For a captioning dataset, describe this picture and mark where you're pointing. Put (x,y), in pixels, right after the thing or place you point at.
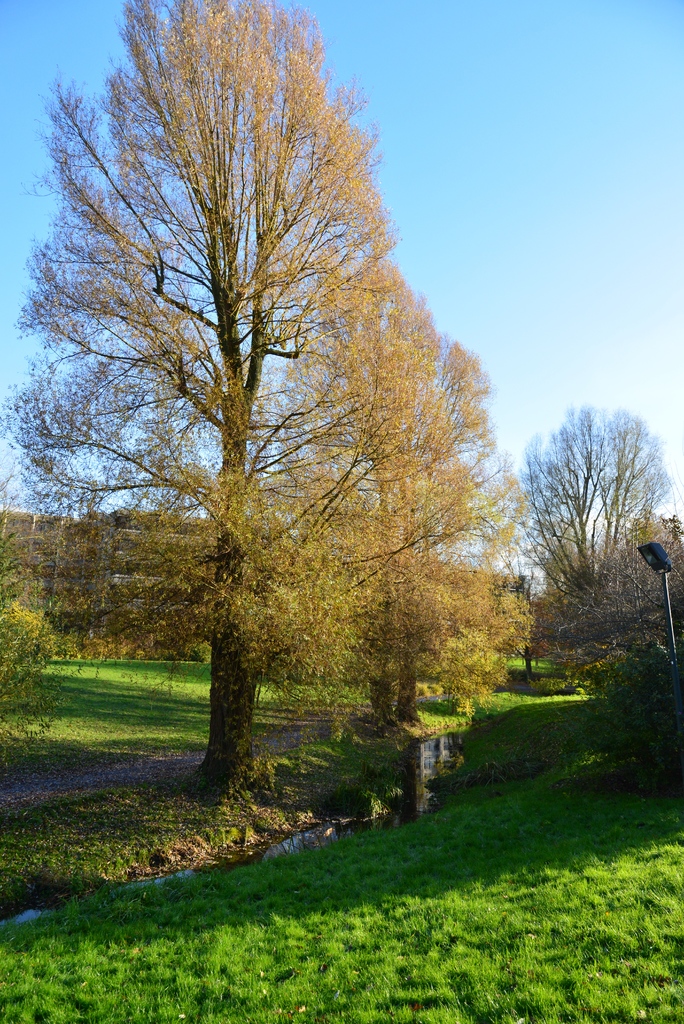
In the image we can see there is a ground (317,986) covered with grass (293,975) and behind there are lot of trees (482,558). There is a street light pole (648,551) and there is a clear sky (635,226).
